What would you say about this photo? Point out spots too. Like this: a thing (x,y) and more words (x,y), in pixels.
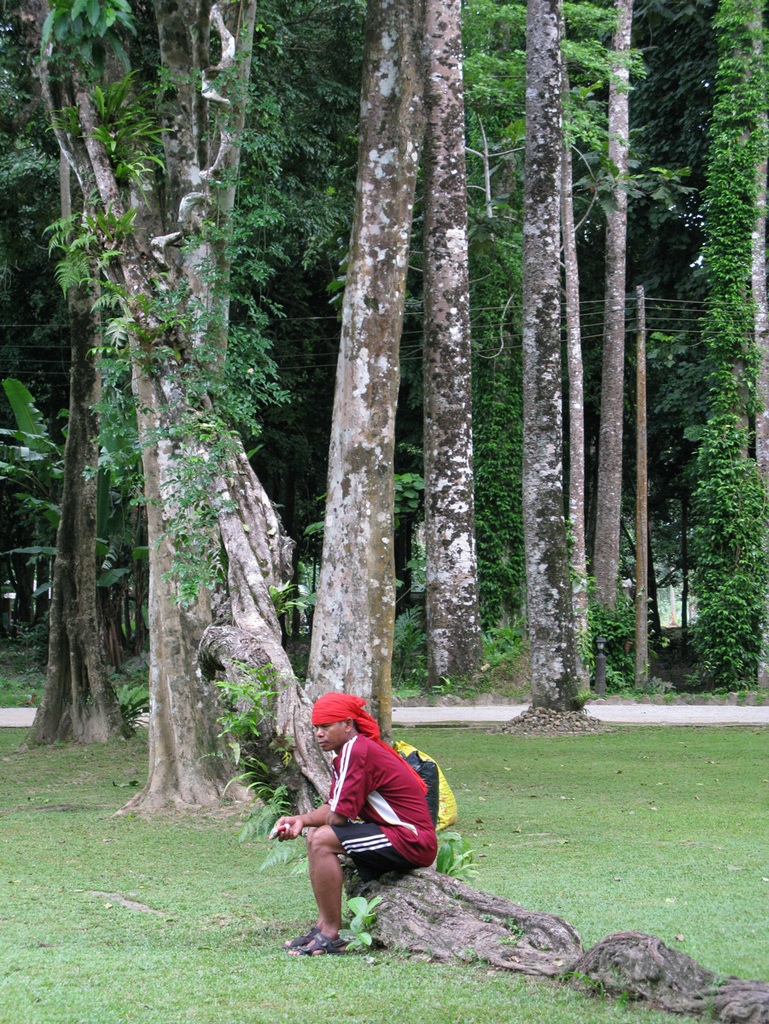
In this image there is a grassland (57,812), on that land (545,740) there is a log (484,940), a man (405,814) sitting on a log (390,876), in the background (320,206) there are trees (481,316) and there is a road (721,711).
